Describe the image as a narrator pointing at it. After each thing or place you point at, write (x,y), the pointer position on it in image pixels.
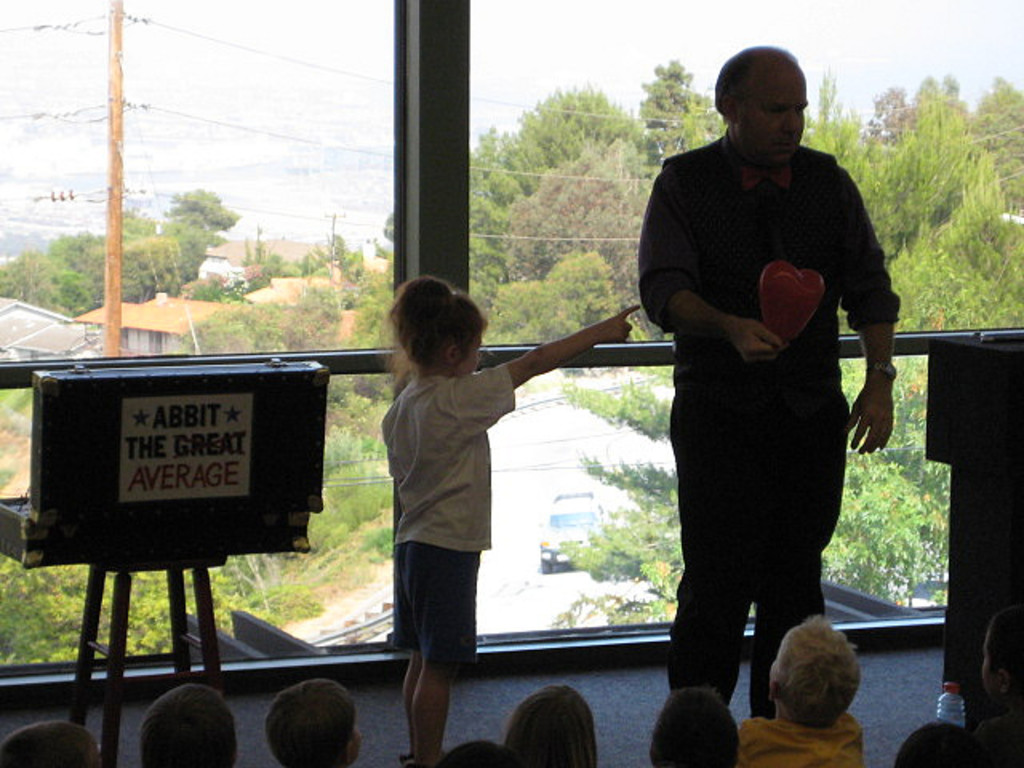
In this picture, there is a man (674,325) towards the right (779,489). He is holding a balloon (808,278). Beside him, there is a girl (425,312) wearing a white t shirt (443,443) and shorts (434,575). Towards the left (78,447), there is a box (226,482). At the bottom (785,679), there are kids (772,684). In the background (110,221) there is a glass wall (637,301). Through the glass (134,340), we can see the houses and trees (645,486).
